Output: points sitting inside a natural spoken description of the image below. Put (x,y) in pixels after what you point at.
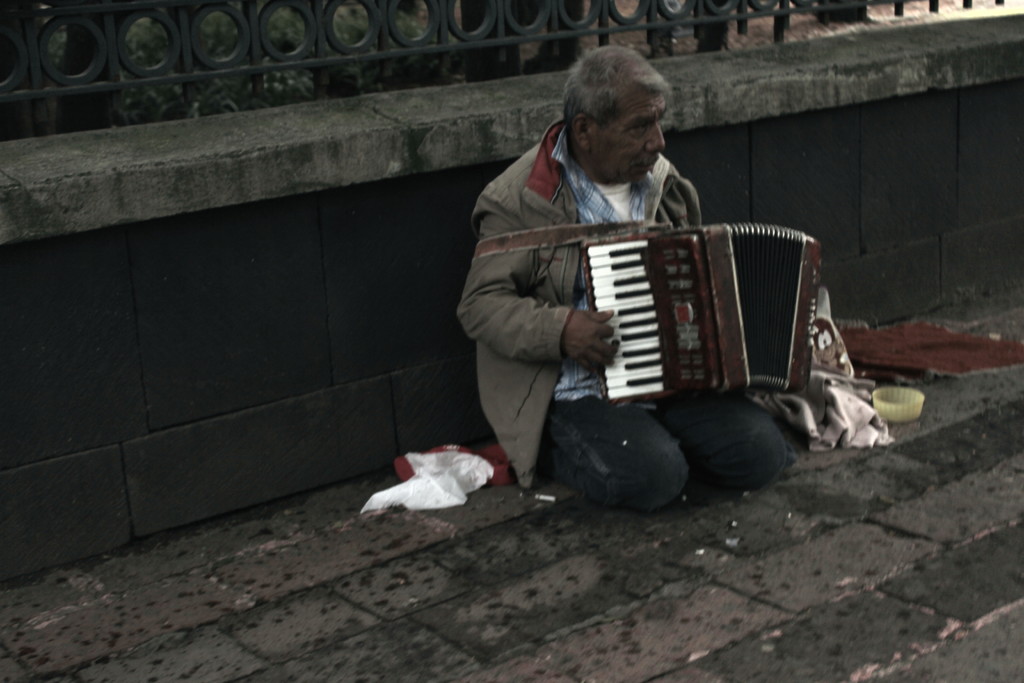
In this image in the center (611,445) there is one person (594,180) who is sitting and he is holding a musical instrument (649,296) and playing, and beside him there are some clothes (826,423) and bowl (878,399). At the bottom (796,502) there is a floor (864,502), in the background (297,137) there is a wall (279,376).
